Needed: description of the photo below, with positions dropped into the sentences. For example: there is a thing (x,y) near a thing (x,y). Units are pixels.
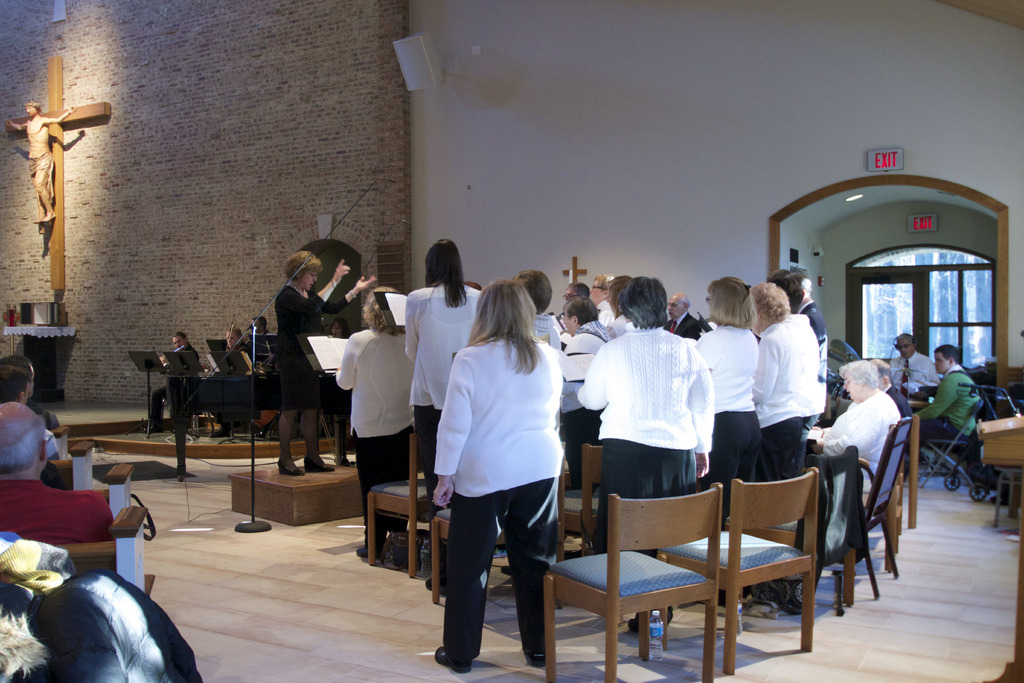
This picture shows a group of people (807,304) standing and few (954,419) are seated on the chairs (897,507) and we see a woman (298,318) standing.
